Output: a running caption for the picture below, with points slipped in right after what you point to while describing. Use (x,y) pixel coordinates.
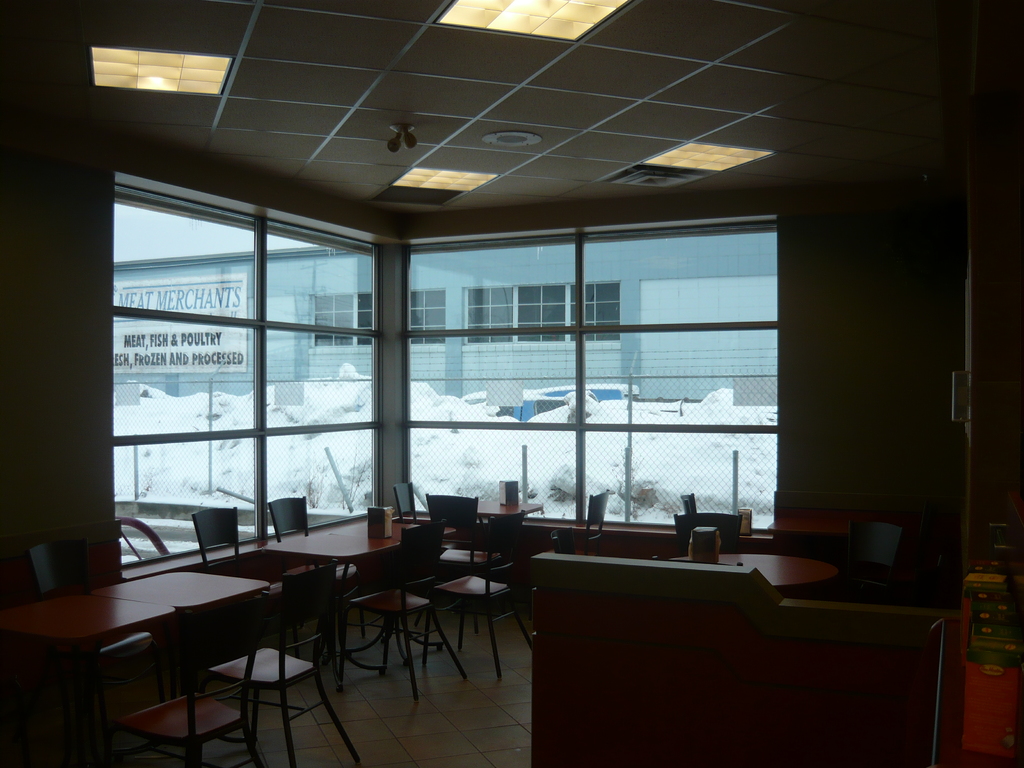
In this image there are empty chairs (232,674) and tables (367,549), on the table (378,543) there are objects (695,556). In the center (354,438) there is a window (340,449) and behind the window (369,448) there are objects (316,420) which are white in colour and there is a building (454,299) and on the wall (268,338) of the building (211,333) there is some text (219,299) written on it.
